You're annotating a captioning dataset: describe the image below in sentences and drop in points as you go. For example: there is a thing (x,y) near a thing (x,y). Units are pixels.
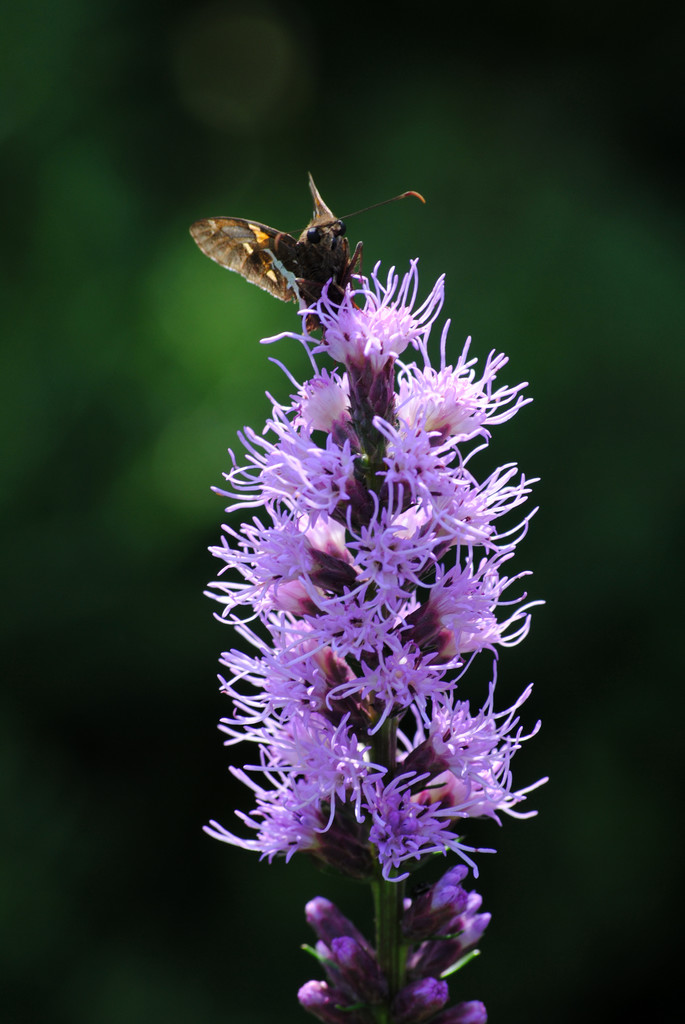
In this image, we can see flowers (487,599), there is a butterfly (301,270) on the flower (350,459). There is a green background (27,89).
